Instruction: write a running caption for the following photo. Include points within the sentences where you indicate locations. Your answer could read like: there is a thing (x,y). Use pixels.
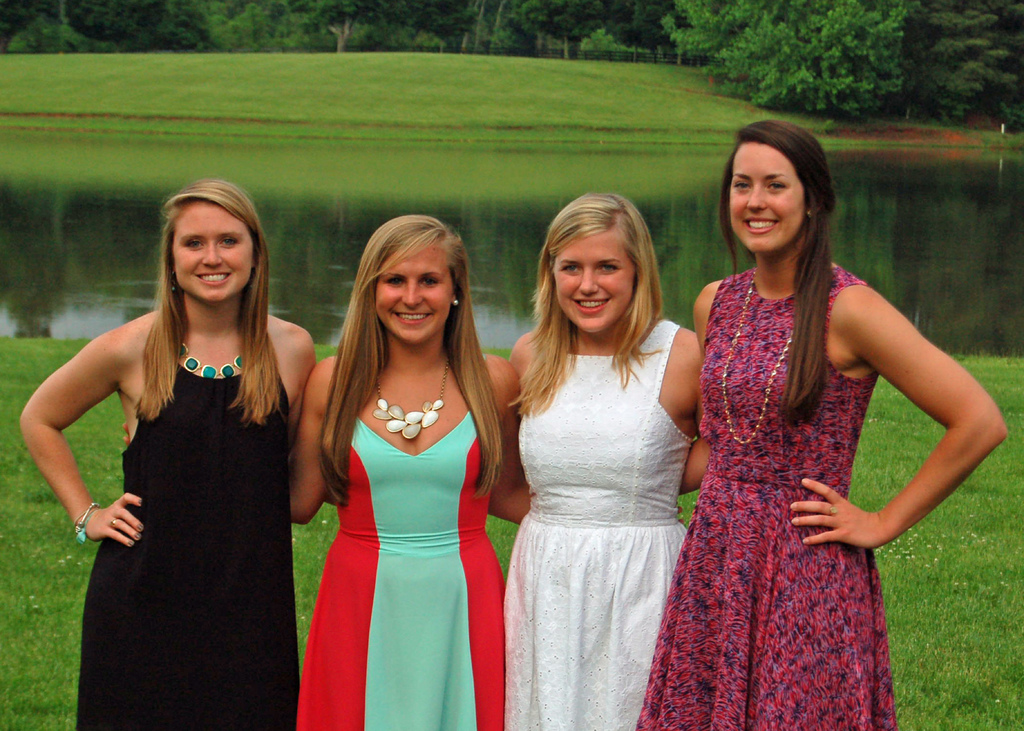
As we can see in the image in the front (251,458) there are four women (341,478) and grass (999,551). Behind them there is water (486,220). In the background (1001,63) there are trees (219,11).
